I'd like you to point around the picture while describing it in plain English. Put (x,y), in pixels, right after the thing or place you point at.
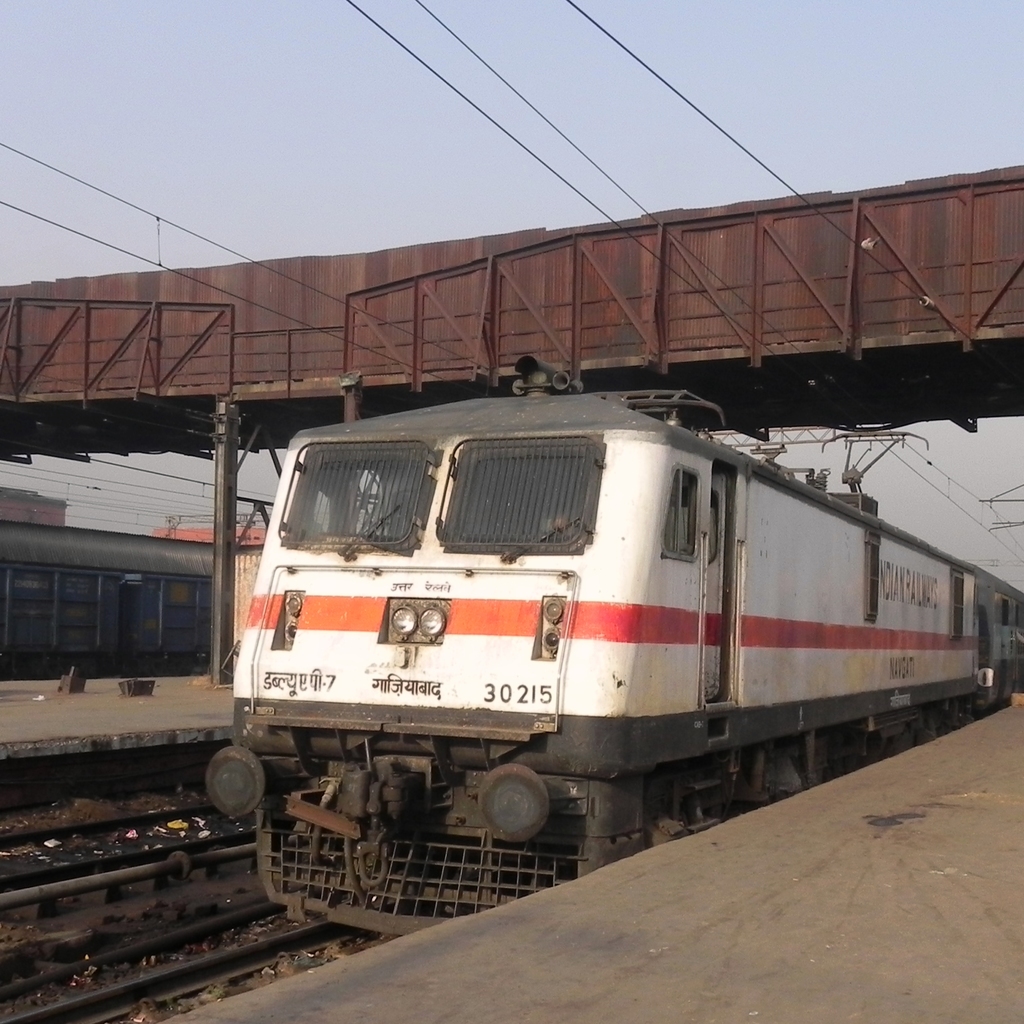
In this image I can see a train (400,805) in white and red color on the track (203,955). Background (190,618) I can see the other train (79,641), sky (223,35) in gray color and I can also see a bridge (401,323).
